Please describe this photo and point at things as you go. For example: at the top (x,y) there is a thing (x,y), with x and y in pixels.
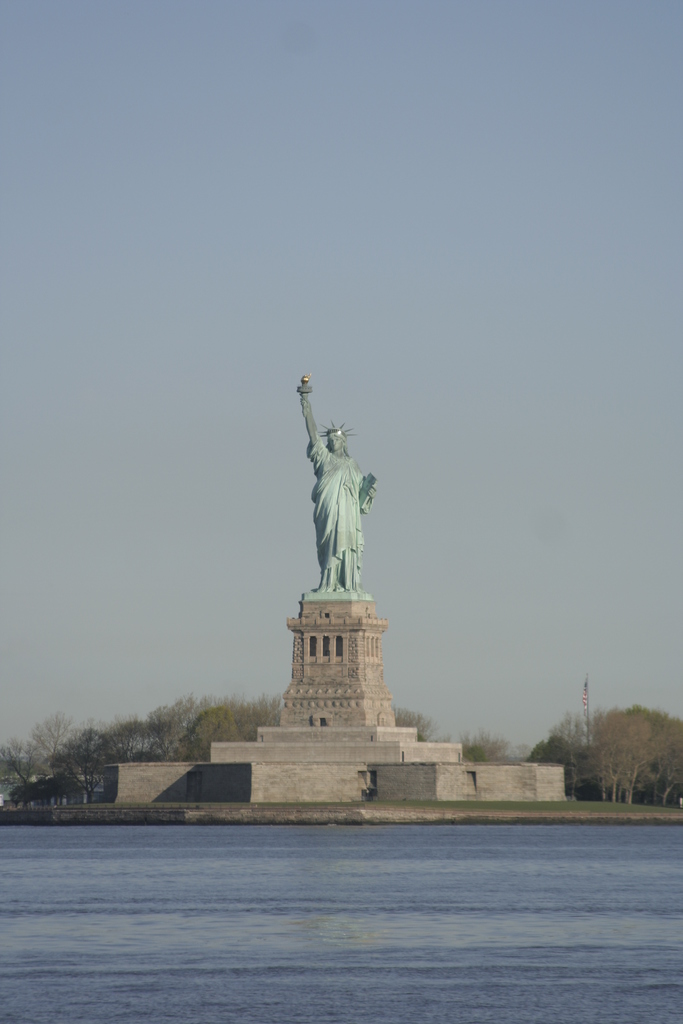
In this image we can see water (313,833), grass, trees (648,781), and a statue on a pedestal (389,736). In the background (247,369) there is sky (530,420).
